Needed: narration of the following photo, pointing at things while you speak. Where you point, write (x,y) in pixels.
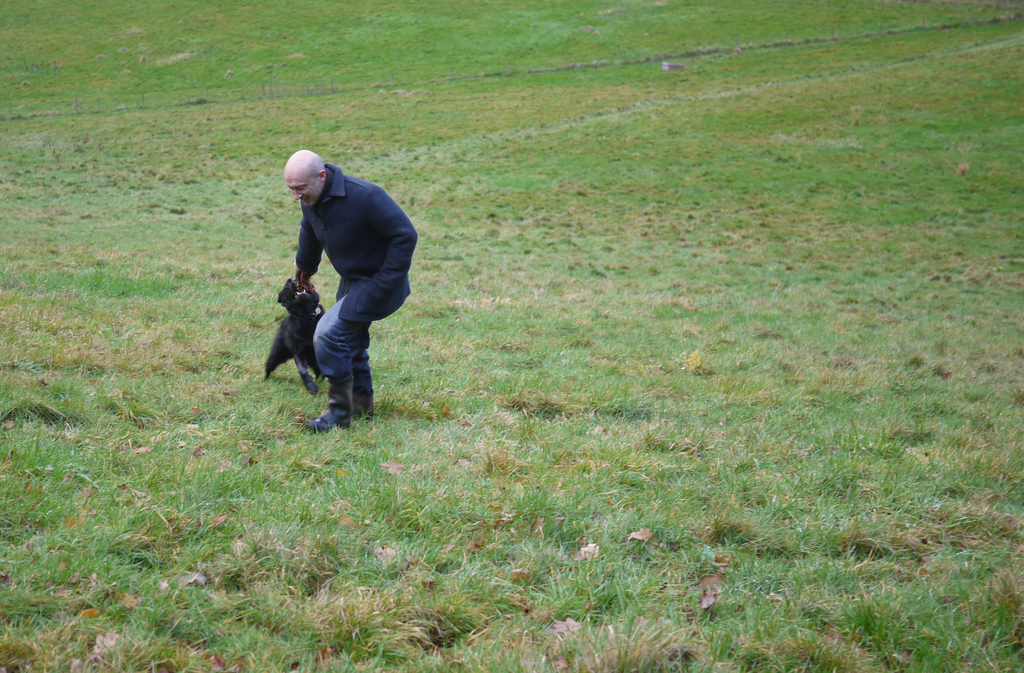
This is the man (371,311) standing. He wore a jerkin (347,217), trouser (339,337) and shoes (331,419). This looks like a dog (285,329), which is black in color. I can see the grass (326,576).
